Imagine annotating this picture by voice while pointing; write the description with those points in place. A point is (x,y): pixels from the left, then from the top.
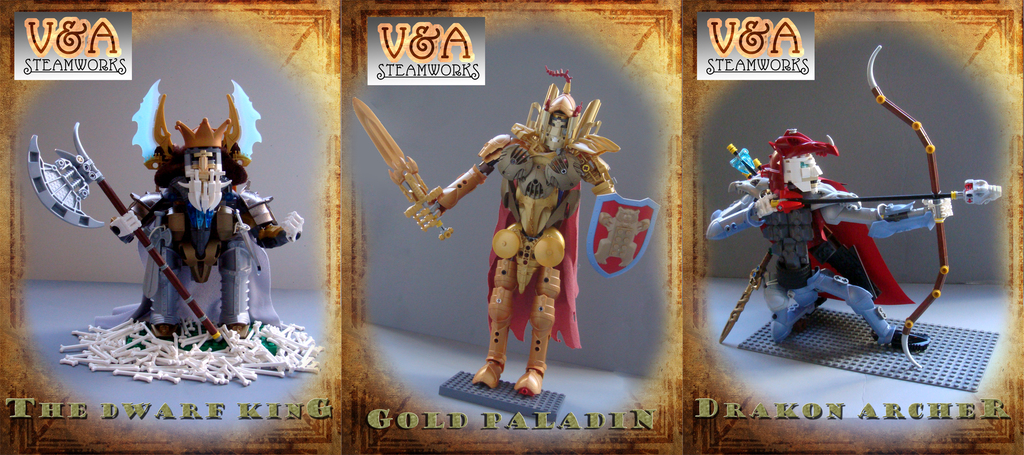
This is a collage image. In this picture, we see three toys (261,211). The toy (259,224) on the left side (257,232) is holding the axe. The toy (430,210) in the middle of the picture (545,301) is holding the sword (373,111) and the shield (594,243). The toy (775,244) on the right side (741,231) is holding the bow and arrow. At the bottom (387,414), we see some text (494,414) written on it. This might be an edited image.
